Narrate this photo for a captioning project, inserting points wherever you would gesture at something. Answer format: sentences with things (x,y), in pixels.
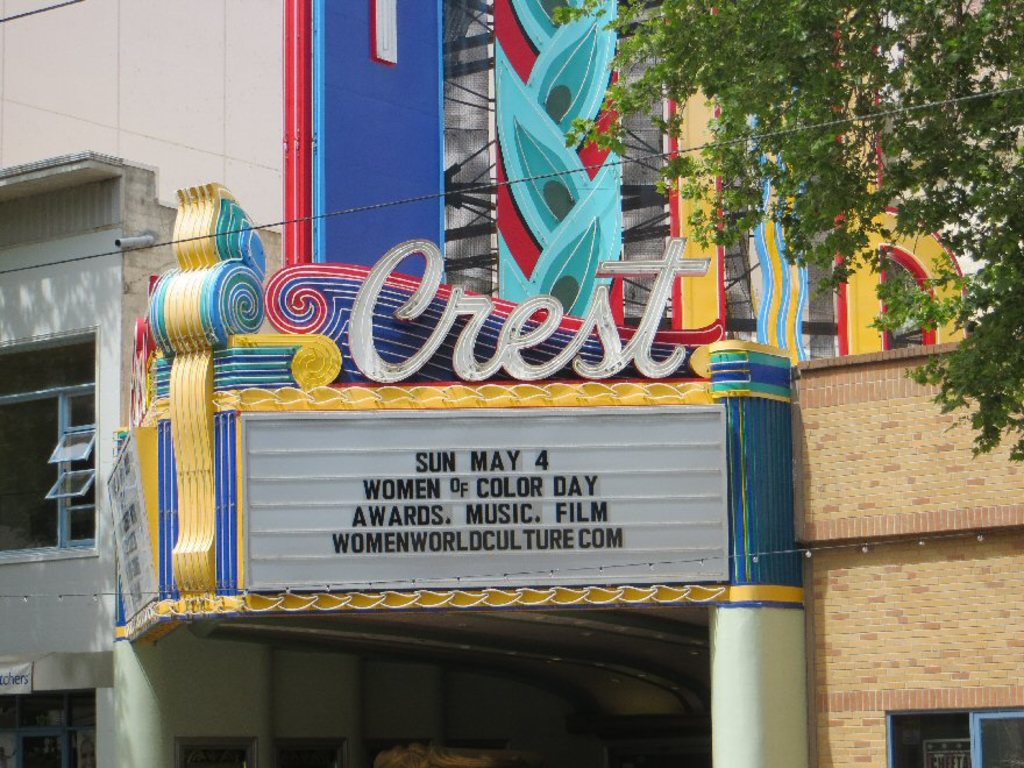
In this image there is a building (680,664) having a name board (452,510) attached to the wall (964,596). Right side (1003,351) there is a tree (846,210). Middle of image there is a wire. Background (4,310) there is a building (19,563).
